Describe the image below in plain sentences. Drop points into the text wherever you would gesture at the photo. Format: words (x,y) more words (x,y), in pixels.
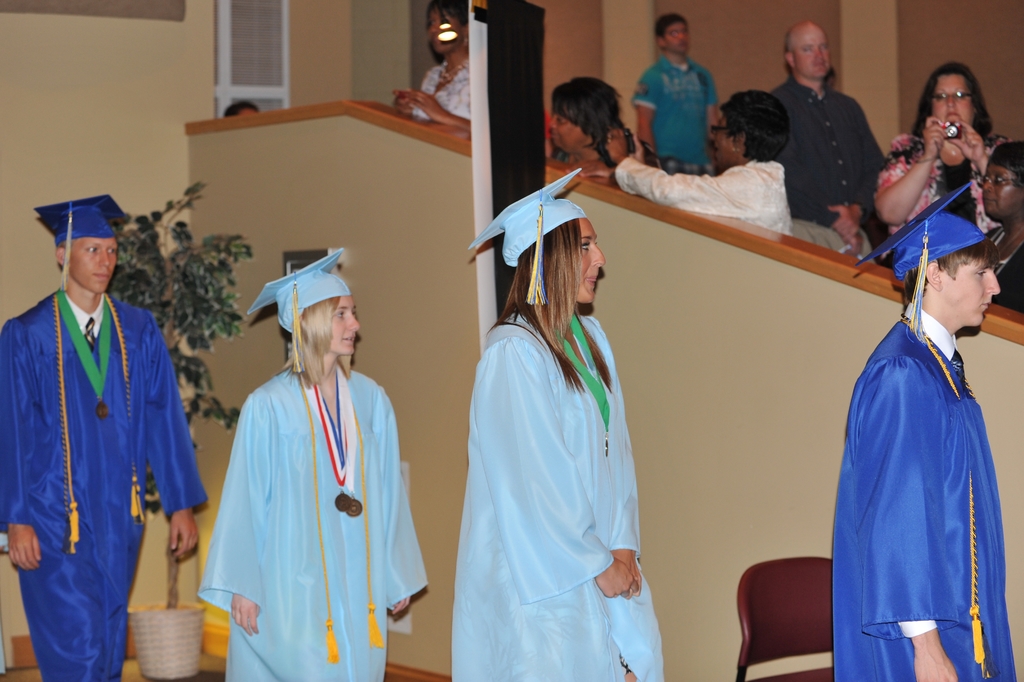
There are four persons (488,511) standing and wearing convocation dress (540,486) and there are few other persons (836,148) in the background (776,148).
